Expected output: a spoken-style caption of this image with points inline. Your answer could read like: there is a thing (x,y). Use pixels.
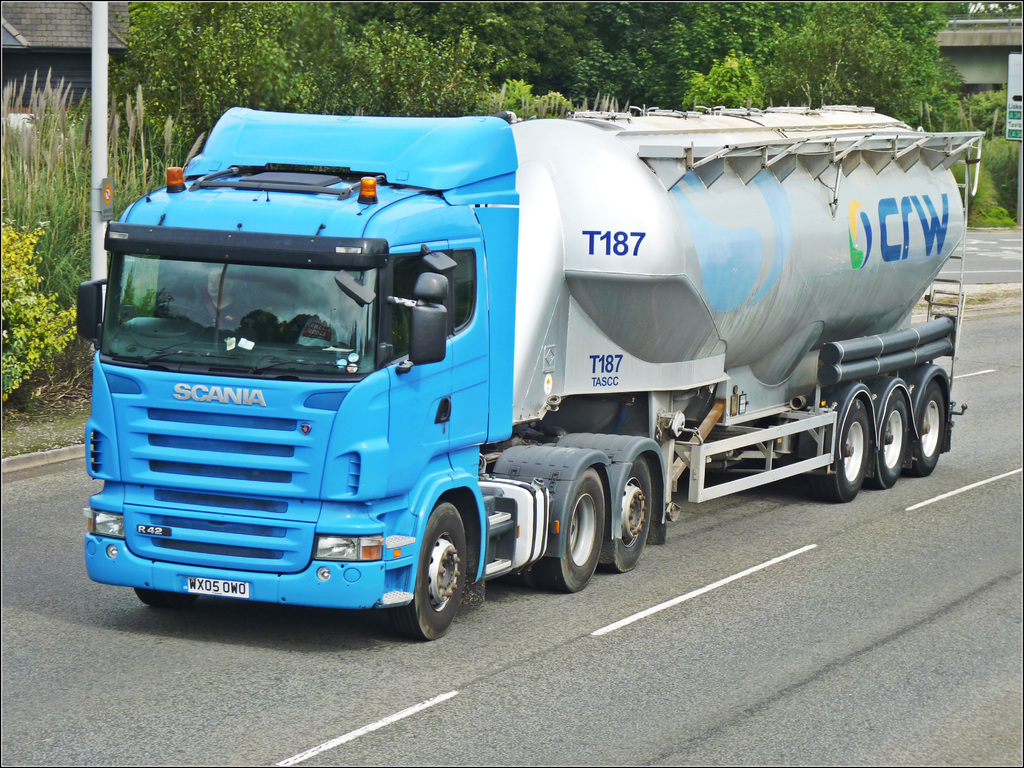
This image consists of a truck (545,387). It is in blue color. At the bottom (500,698), there is a road (589,686). In the background (151,125), there are many trees (289,23) along with a pole (102,2) and houses (61,47).
